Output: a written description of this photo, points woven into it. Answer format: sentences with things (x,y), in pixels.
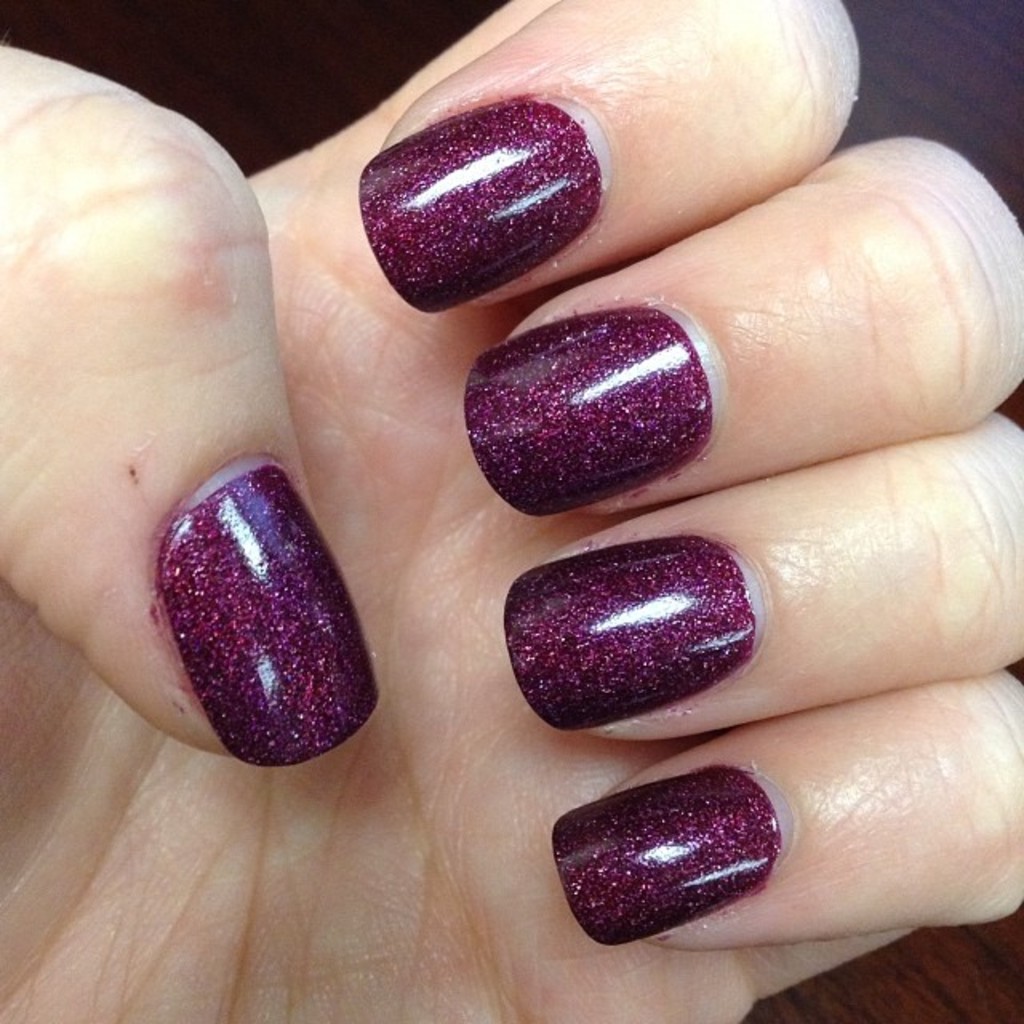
In this picture we can see fingers (721,701) of a person (593,648), and also we can find nail polish (481,433).
